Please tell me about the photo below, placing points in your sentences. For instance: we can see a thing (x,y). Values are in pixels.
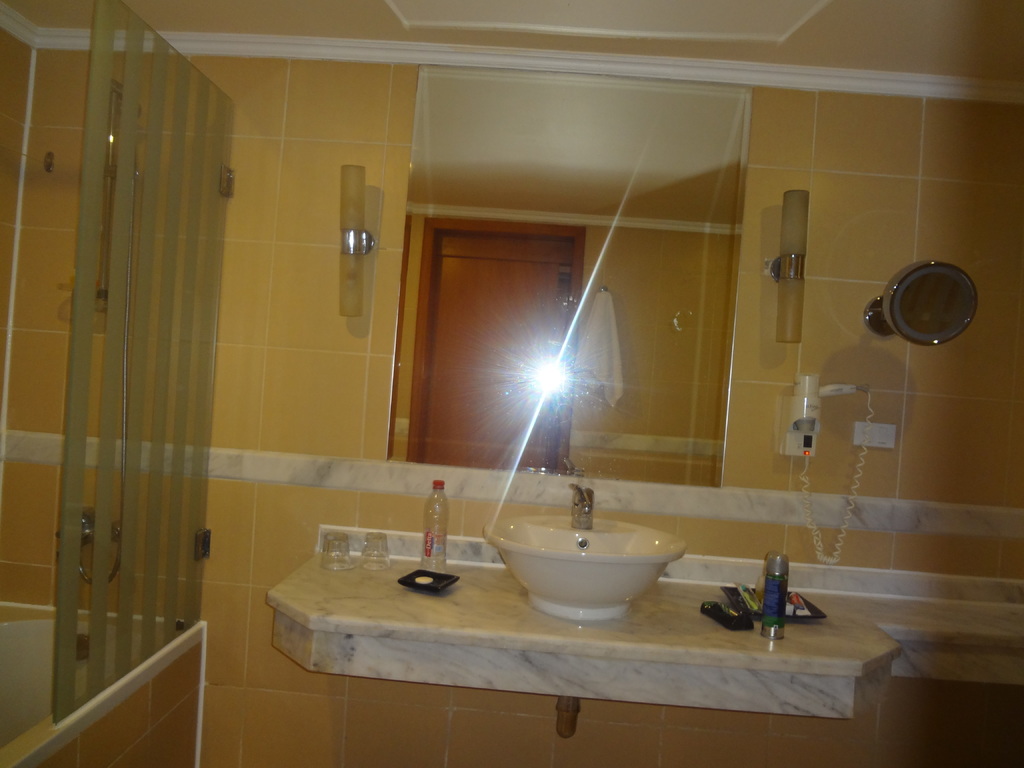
In this picture there is a wash basin (539,562), water glasses (345,551), hand wash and mirror (530,328).
